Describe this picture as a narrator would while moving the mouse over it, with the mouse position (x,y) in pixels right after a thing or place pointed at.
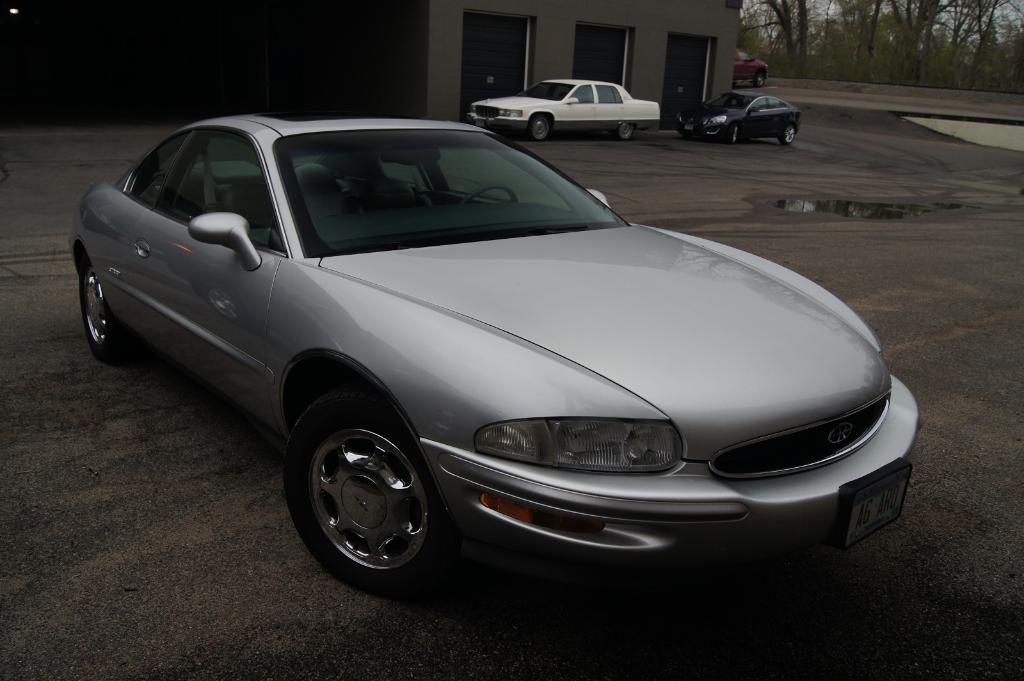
In this image there are cars (790,132). In the background (656,72) there is a building (549,60) and we can see trees (962,34). At the bottom (753,571) there is a road (629,605) and we can see water (856,214).
